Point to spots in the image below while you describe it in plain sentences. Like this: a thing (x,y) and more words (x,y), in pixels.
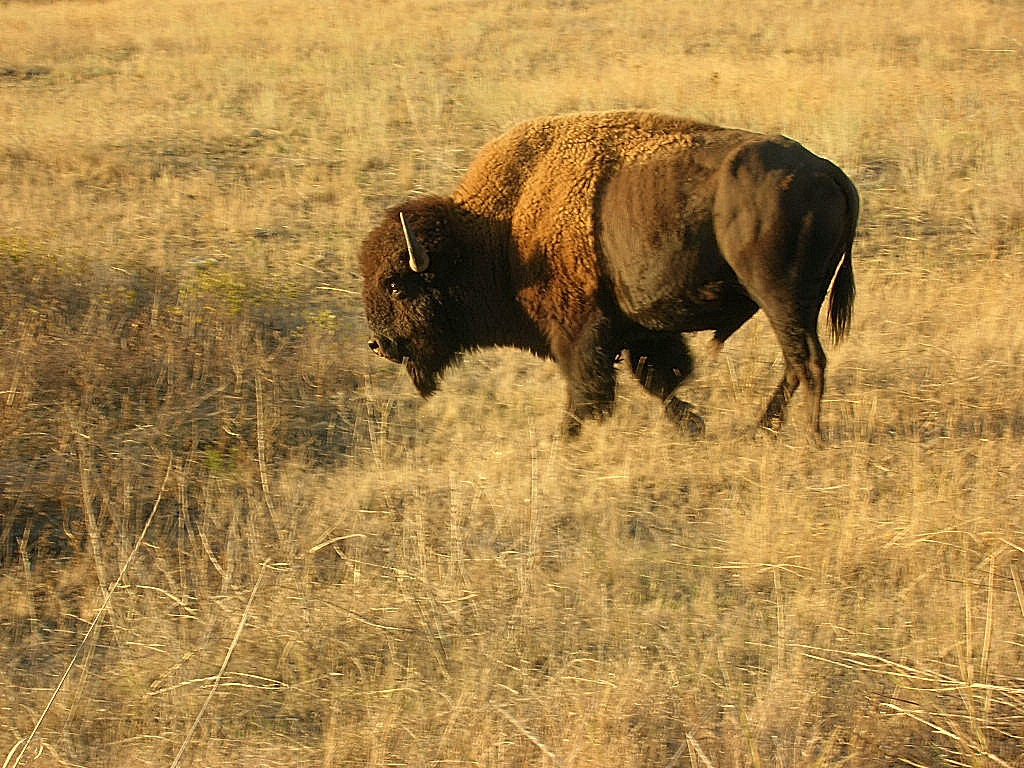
In this image we can see grass (635,387) and an animal (854,201) on the ground (154,613).
